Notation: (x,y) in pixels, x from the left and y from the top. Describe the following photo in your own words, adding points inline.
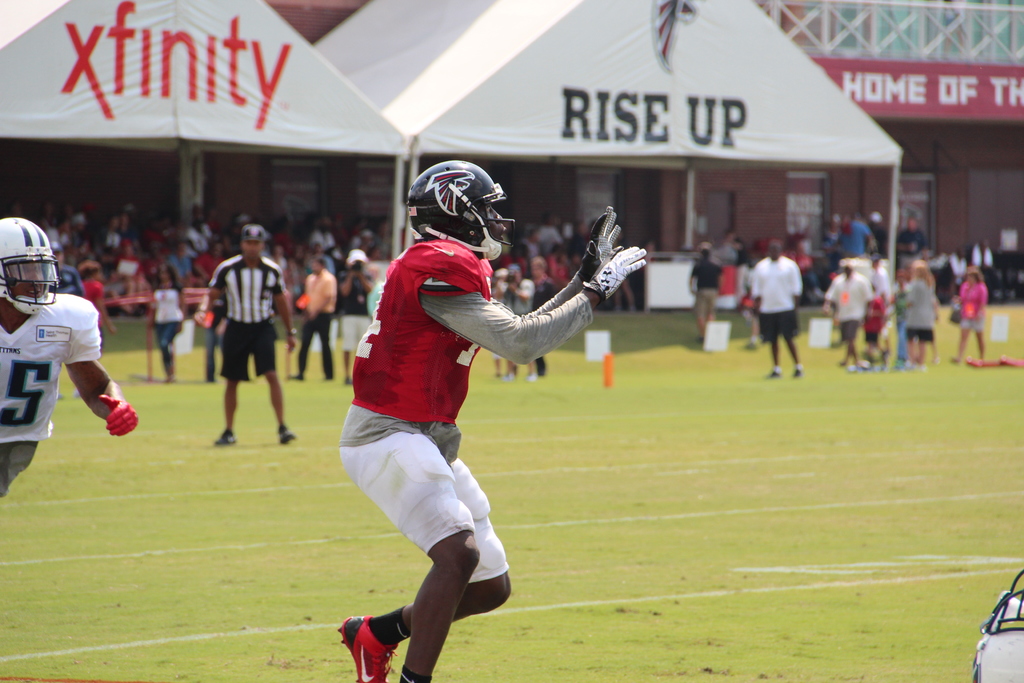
In this image we can see a person (385,342) is standing. He is wearing red and white color dress (419,361) and black helmet (472,222) with gloves (607,247). Left side of the image (46,276) one more man (41,351) is there who is wearing white color t-shirt (42,370) with white helmet (35,262). Background of the image (741,284) people (171,297) are standing. At the top of the image (277,65) white color shelters (642,72) and railing (867,52) is there.
